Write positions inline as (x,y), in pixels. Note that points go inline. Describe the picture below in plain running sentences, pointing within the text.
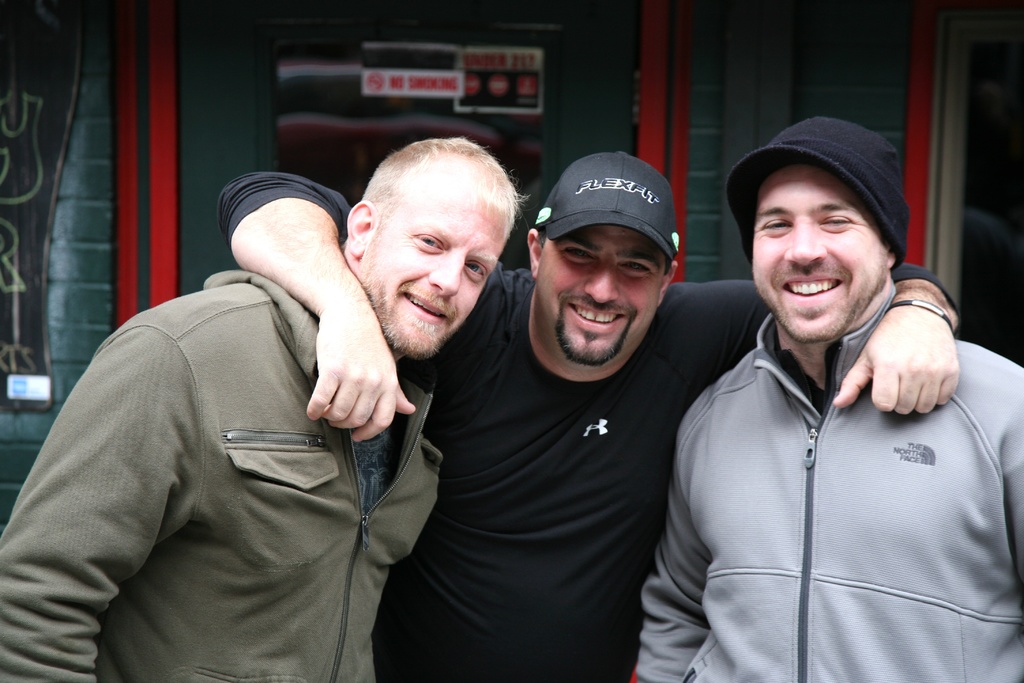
In this image we can see three people (518,412) standing and smiling. In the background (530,144) there is a building (514,144) and we can see boards (32,307).
